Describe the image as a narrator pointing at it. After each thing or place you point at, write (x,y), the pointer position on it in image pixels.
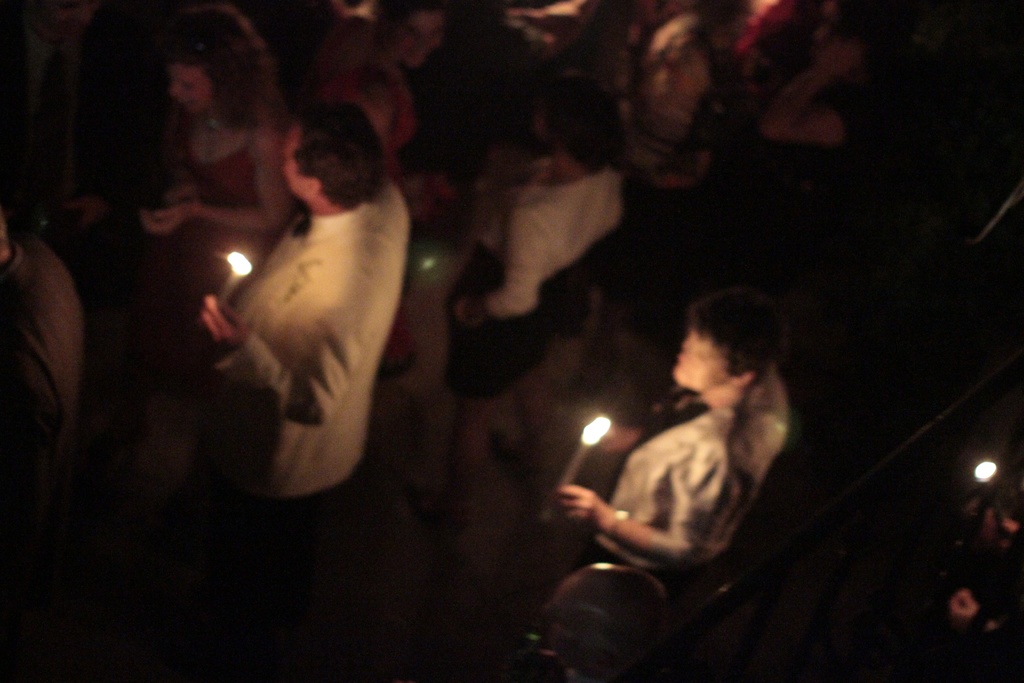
Here we can see few people (390,274) are standing and among them three persons (272,572) are holding candles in their hands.
